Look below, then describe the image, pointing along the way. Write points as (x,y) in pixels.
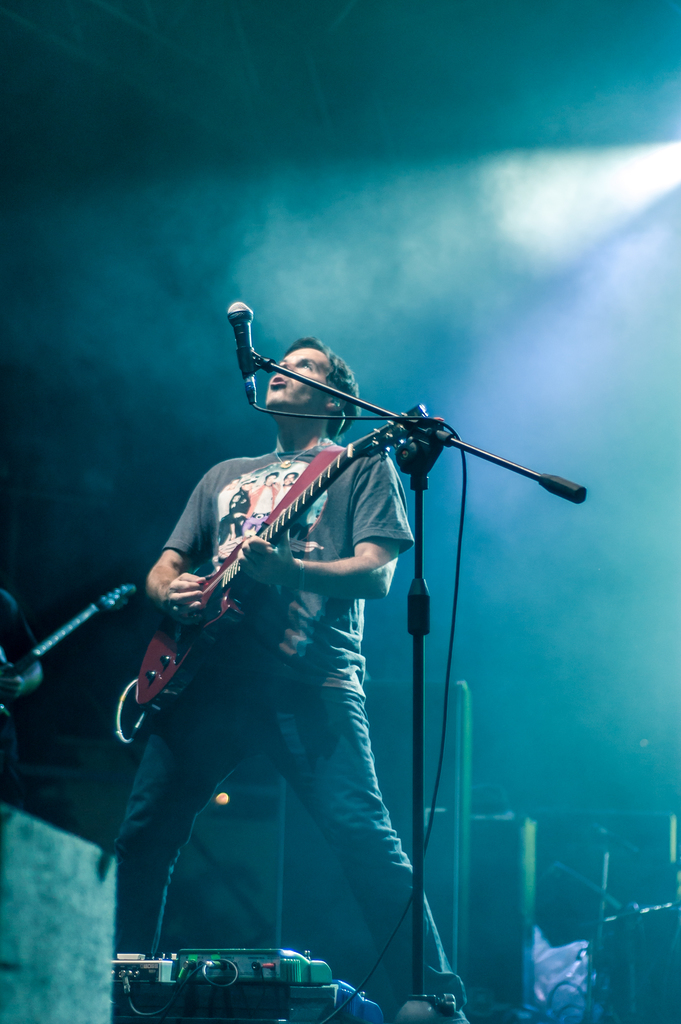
In the picture we can see man (348,517) standing and holding a guitar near the microphone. In the background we can find some musical instruments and a light (680,261).
